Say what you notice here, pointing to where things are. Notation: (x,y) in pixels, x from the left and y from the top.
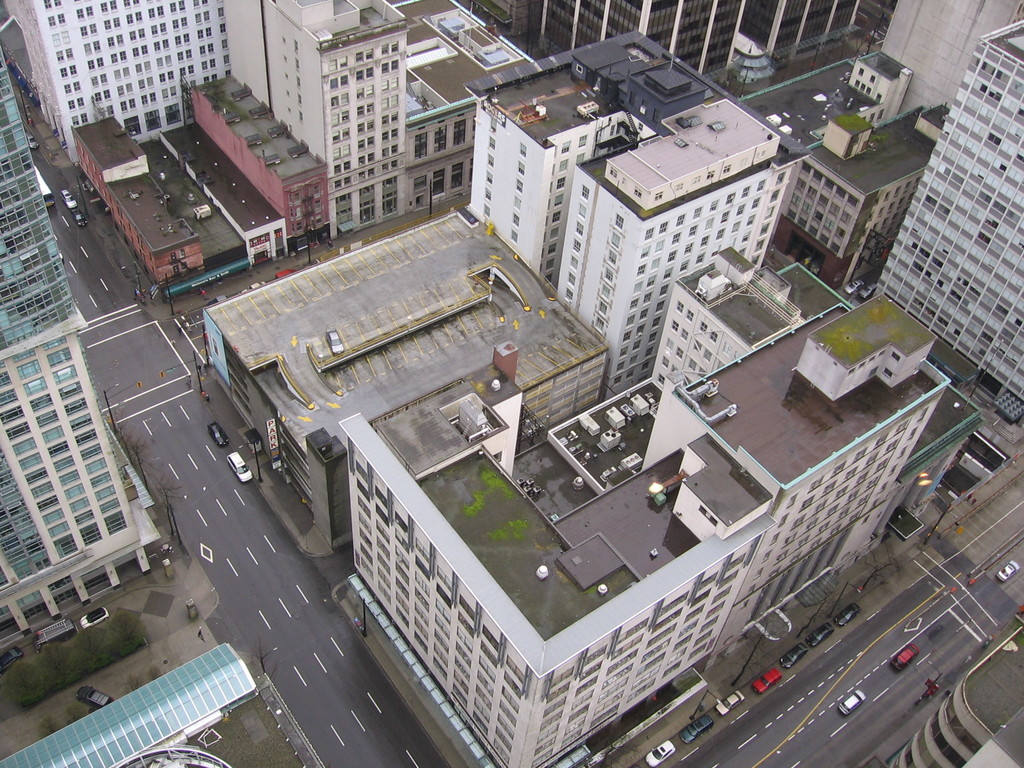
In the picture we can see a building (504,671) and a road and some cars (84,694) on it and to the buildings (111,537) we can see a window (24,562) and glasses (39,752).
